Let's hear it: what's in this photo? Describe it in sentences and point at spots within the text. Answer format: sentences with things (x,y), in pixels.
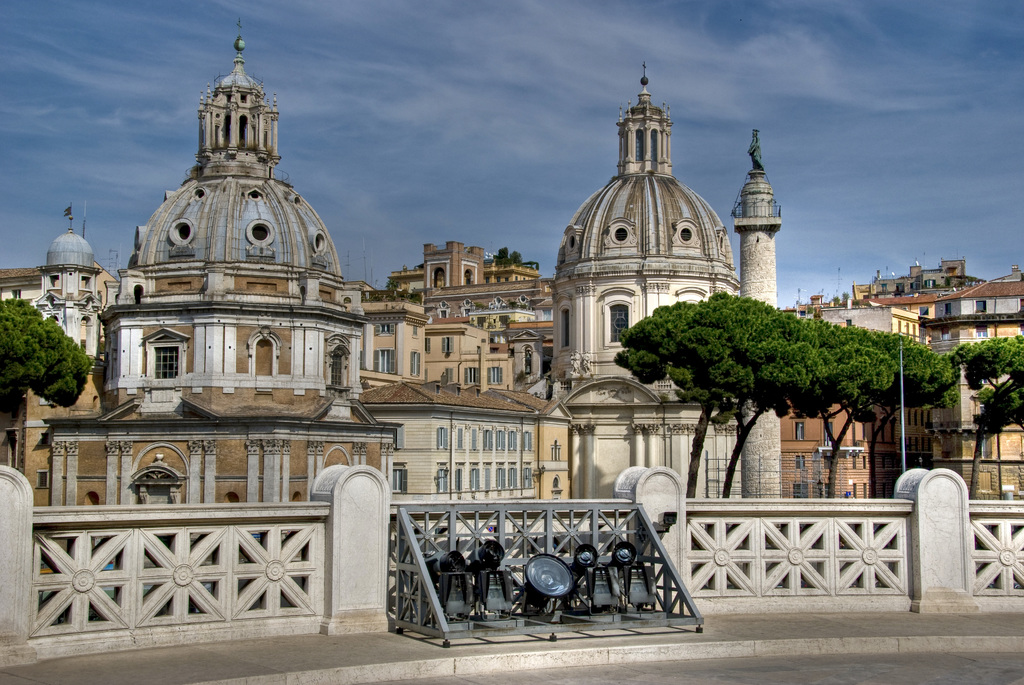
In this image I can see few buildings (647,266) in white, brown and cream color and I can also see trees (835,351) in green color, few lights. Background (417,131) I can see the sky (502,95) in blue color.
